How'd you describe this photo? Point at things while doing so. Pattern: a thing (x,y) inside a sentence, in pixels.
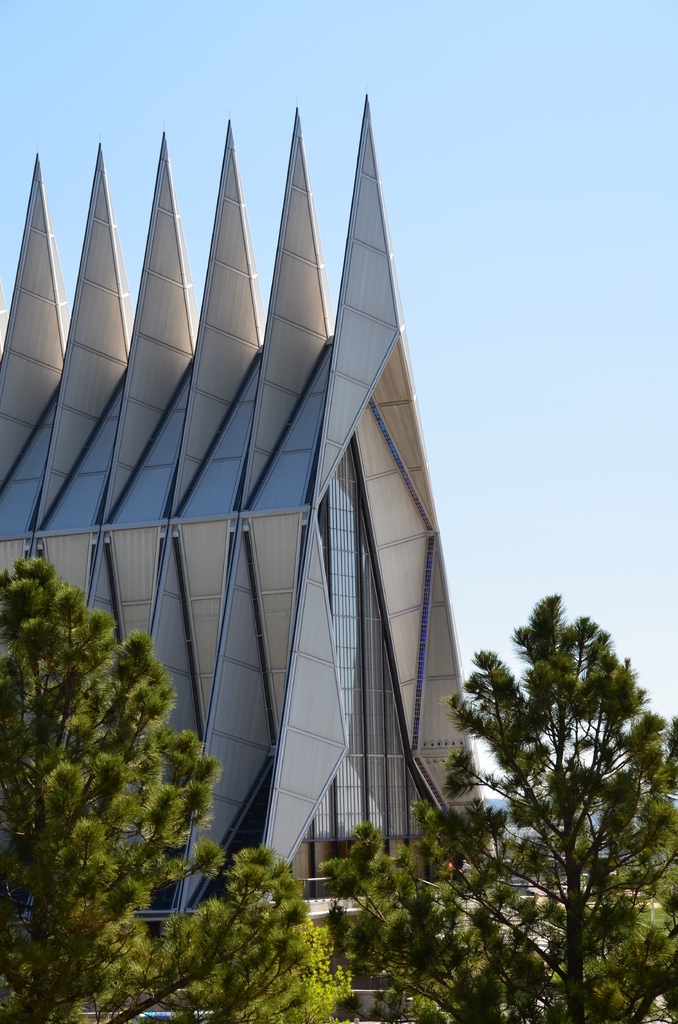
This is the picture of a building (432,732). In this image there is a building (439,667) and there are trees (418,911). At the top (561,225) there is sky (587,414).
